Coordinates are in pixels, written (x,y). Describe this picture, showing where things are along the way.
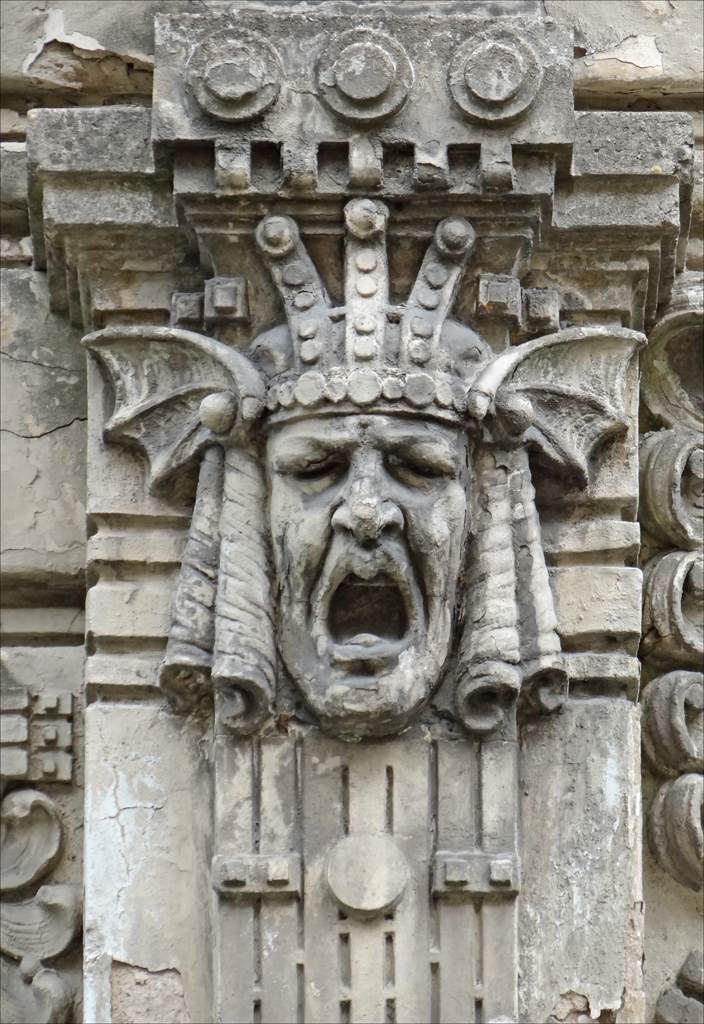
In this image there is a wall (350,854) on which there is an engraving (277,527) of a face (384,485) which is opened.
